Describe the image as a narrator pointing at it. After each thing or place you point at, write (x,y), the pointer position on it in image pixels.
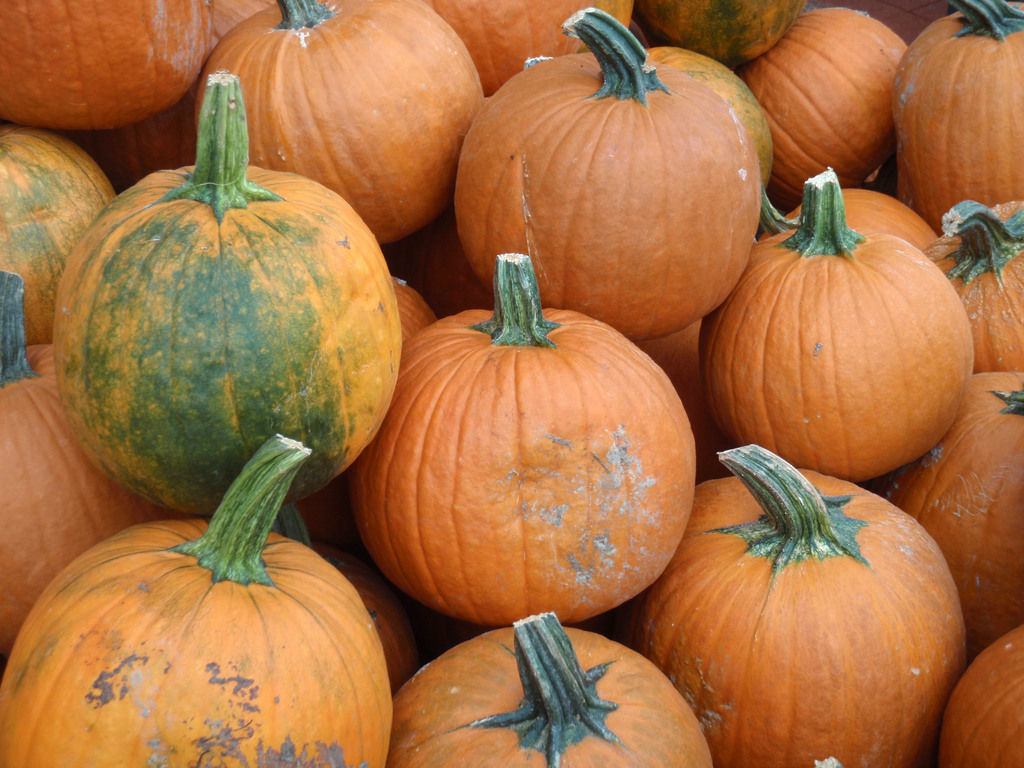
This picture contains many pumpkins (381,535) which are in orange and green color. This picture might be clicked in the market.
